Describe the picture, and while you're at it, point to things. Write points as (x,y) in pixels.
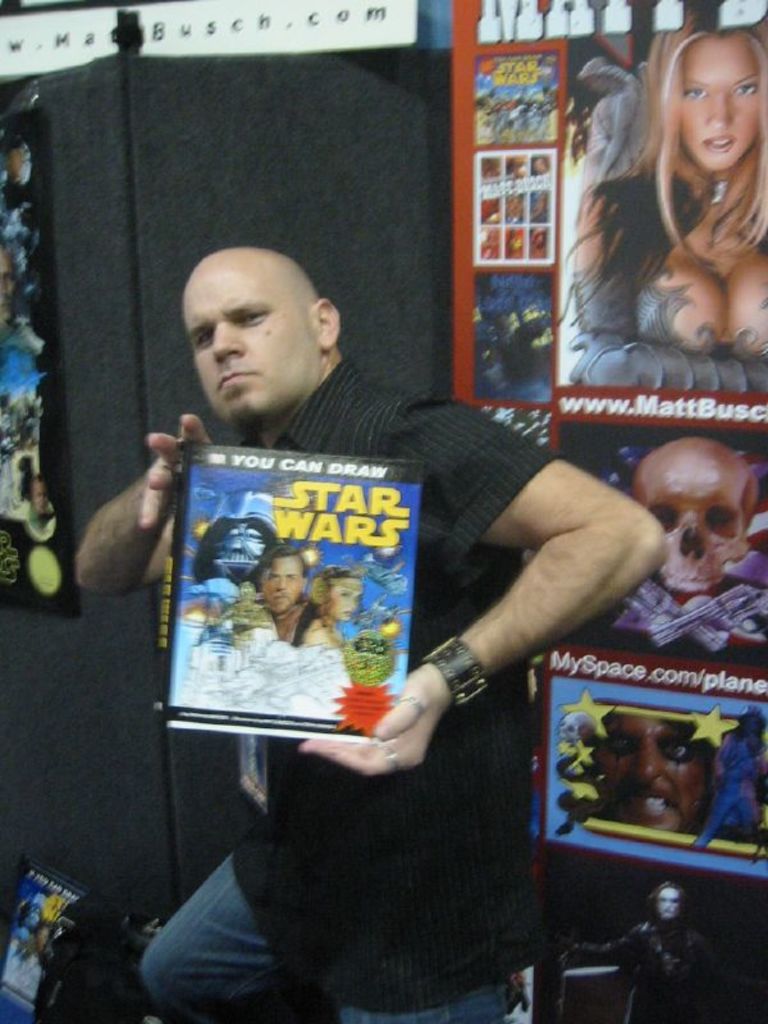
Here I can see a man (399,817) standing, holding a book (238,634) in the hands (391,732) and giving pose for the picture. On the right side (732,490) there are few posters (724,551), on which I can see the text (628,403) and few images (709,311) of persons (661,254). At the back of this man (296,431), I can see a black color curtain (221,140). On the left side (24,477) there is a frame (47,306). At the bottom (98,968) there are few objects (78,941).
